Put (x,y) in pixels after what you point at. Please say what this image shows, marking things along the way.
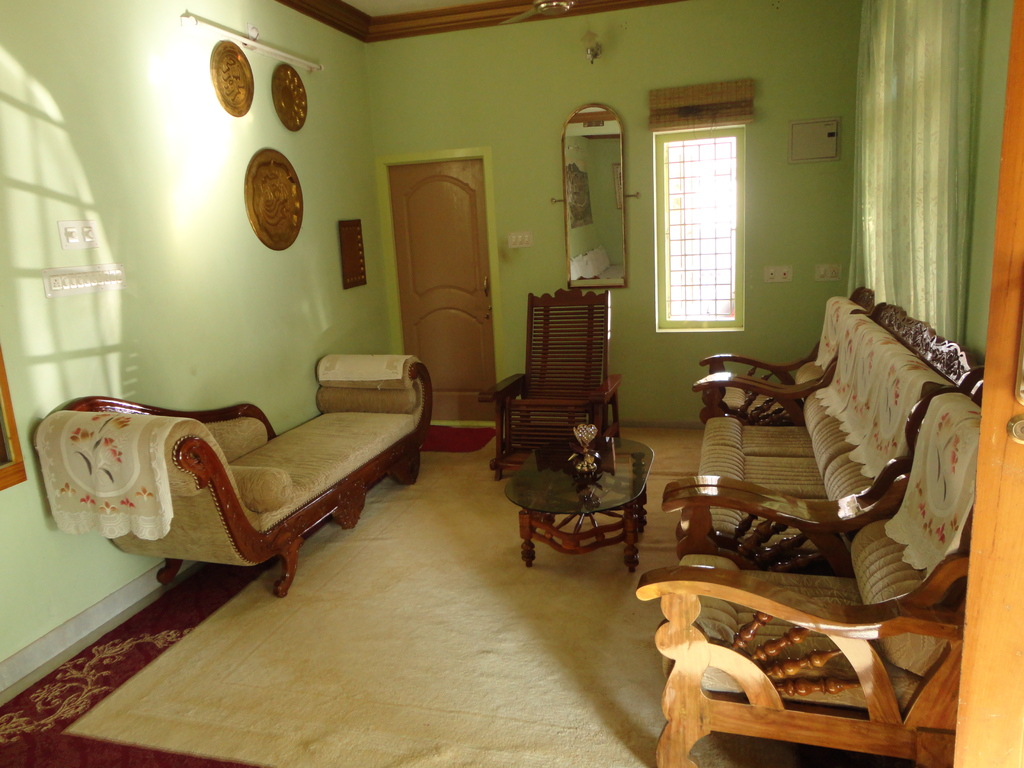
The picture is taken inside the house (402,95) there is a sofa set (743,514) in front of the sofa (732,554) there is a table (522,479), behind it there is a chair (527,340) behind the chair (601,295) to the wall (595,100) there is a big mirror (587,195) to the right side (699,199) there is a window (714,195) and through the window (695,214) there is sunlight (156,111) passing into the house (140,196) to the wall (204,96) there are three shields (262,166) and tube light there is a white carpet (401,620) on the floor (473,608), to the right side (931,207) there is a curtain (912,80).
